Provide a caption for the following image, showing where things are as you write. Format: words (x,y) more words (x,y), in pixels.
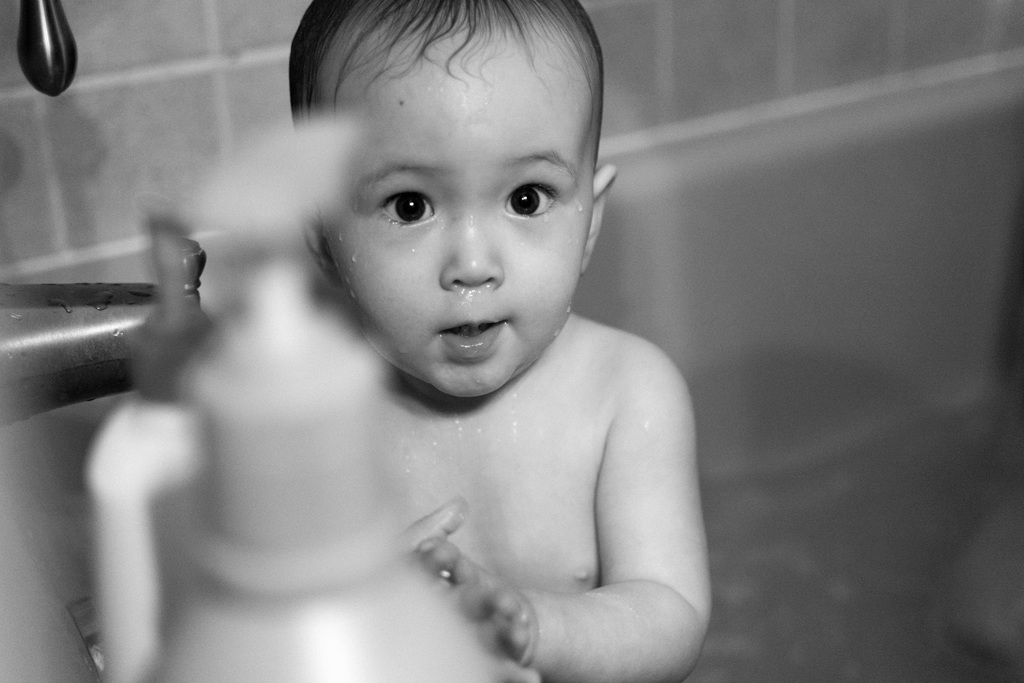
This is a black and white picture. Here we can see a kid (498,44), bottles (330,410), and objects (89,398). In the background (613,111) there is a wall (117,114).
